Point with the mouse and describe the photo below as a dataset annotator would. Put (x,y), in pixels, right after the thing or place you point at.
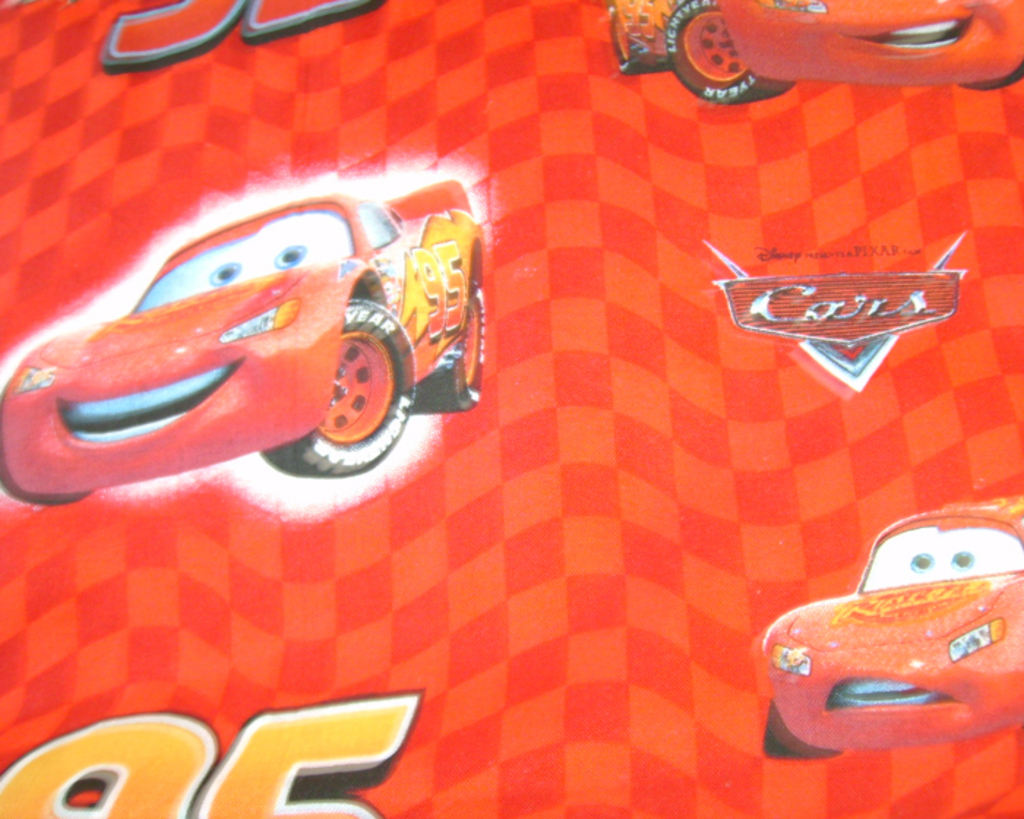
In this picture, we can see a poster (538,193) with some text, and images (211,409) on it.
